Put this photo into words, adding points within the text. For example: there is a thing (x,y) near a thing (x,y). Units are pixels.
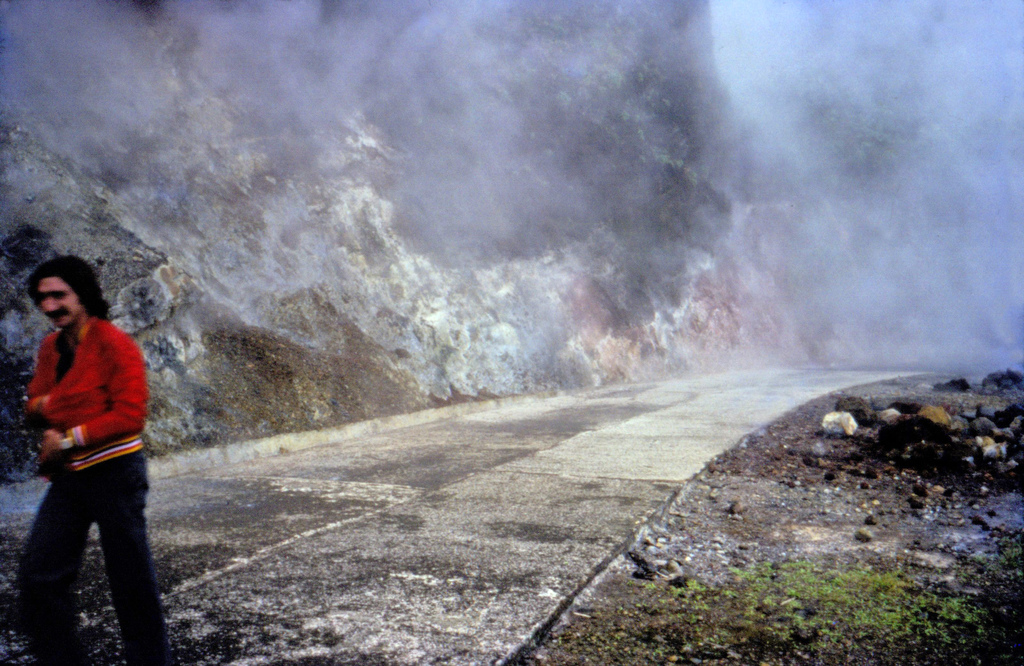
This image is slightly blurred, where we can see a person (79,445) wearing red jacket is standing on the road (153,496), we can see stones (985,448), hills (345,238) and the smoke (594,96) here.
